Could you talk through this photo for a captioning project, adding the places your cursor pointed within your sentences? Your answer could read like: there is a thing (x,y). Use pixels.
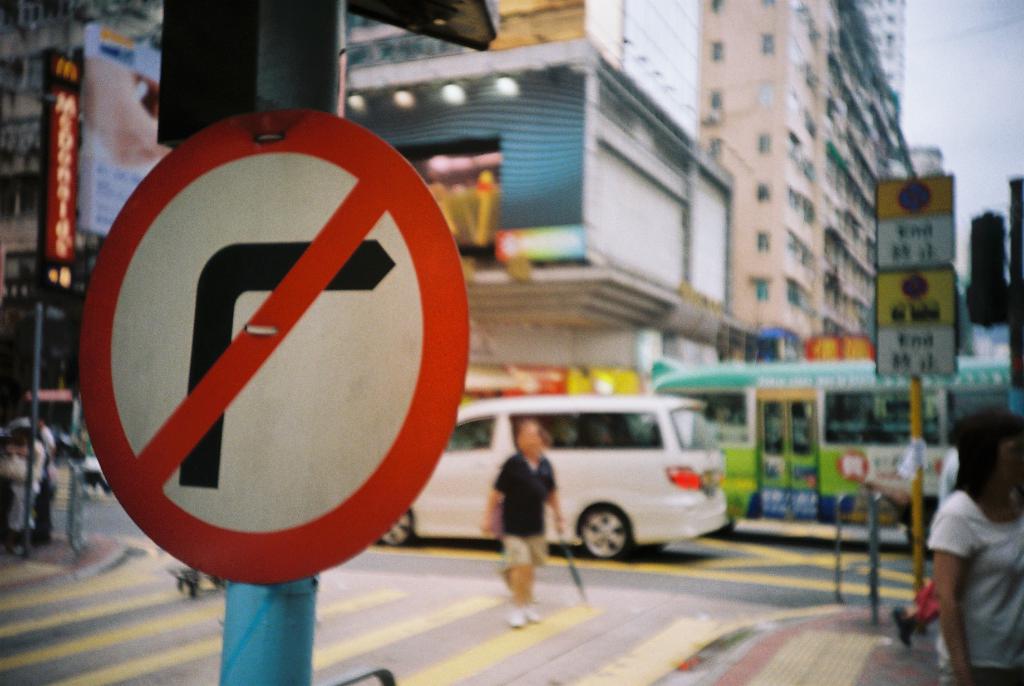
In this image, we can see a sign board (192,431) with pole (240,666). Background (744,382) there is a blur view. Here a person (515,552) is walking. Few vehicles (626,528) are moving on the road (709,560). There are so many buildings (44,337) with walls (812,247), windows (869,247). hoardings (841,339), boards (889,306) with poles (29,492), few people (51,463), banners (64,395) and sky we can see.
